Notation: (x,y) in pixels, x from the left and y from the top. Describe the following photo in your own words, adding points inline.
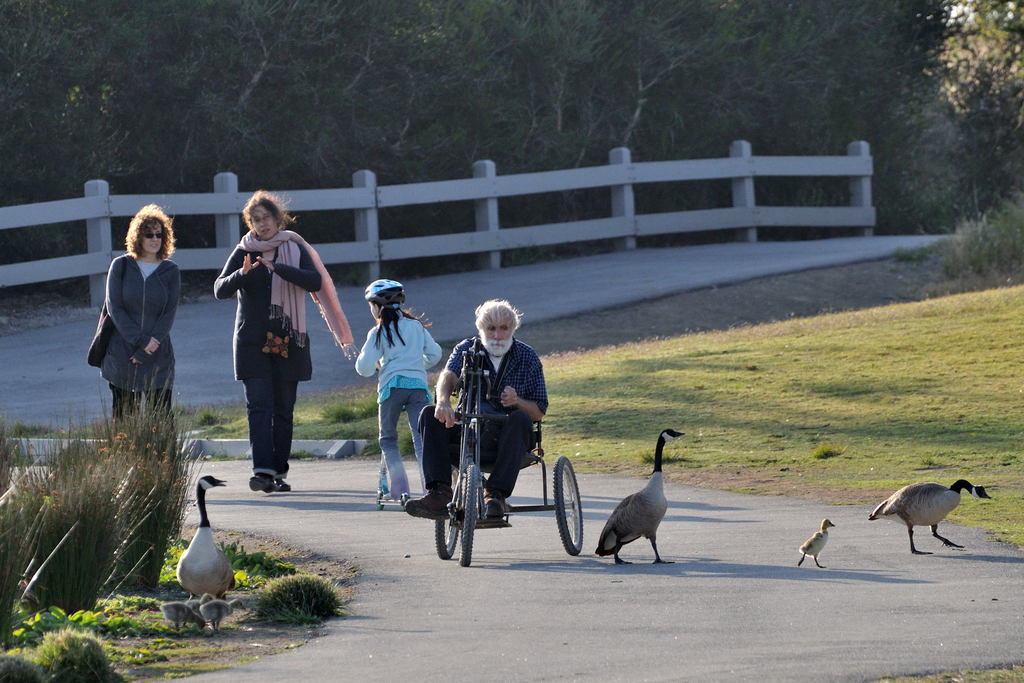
In this image there are some people (253,347) who are walking and one girl (387,400) is skating and one person (449,476) is sitting on a vehicle (457,508), and at the bottom (227,512) there is a walkway (265,512) and some birds (199,549), grass (109,510), plants (90,540). In the background (736,206) there are some trees (382,164) and fence (141,196).
